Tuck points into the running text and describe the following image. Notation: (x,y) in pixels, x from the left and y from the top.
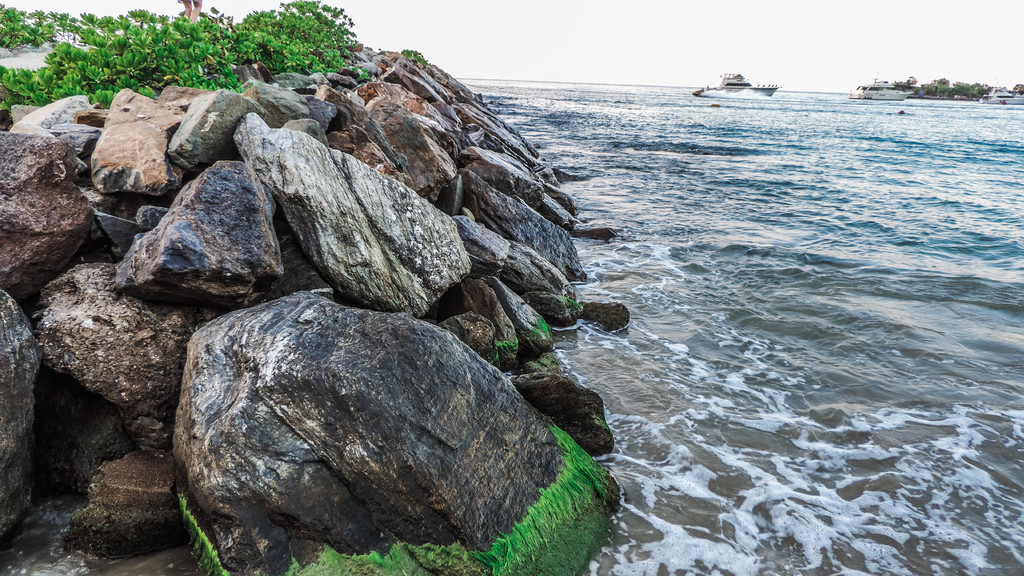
On the left side (181,294) there are stones (168,287), there are plants (301,33) on this. On the right side (774,133) few boats (739,81) are in this water (806,168).
